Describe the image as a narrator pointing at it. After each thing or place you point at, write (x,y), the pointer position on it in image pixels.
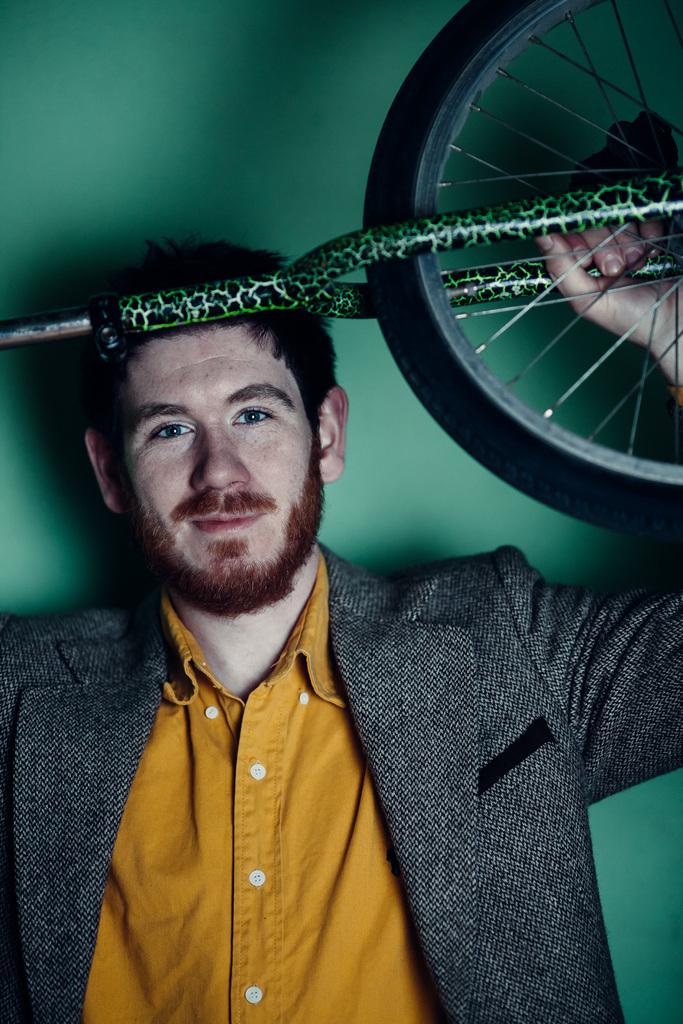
In this image, we can see a man (446,589) holding a bicycle (489,206). In the background (22,95), we can see green color.
